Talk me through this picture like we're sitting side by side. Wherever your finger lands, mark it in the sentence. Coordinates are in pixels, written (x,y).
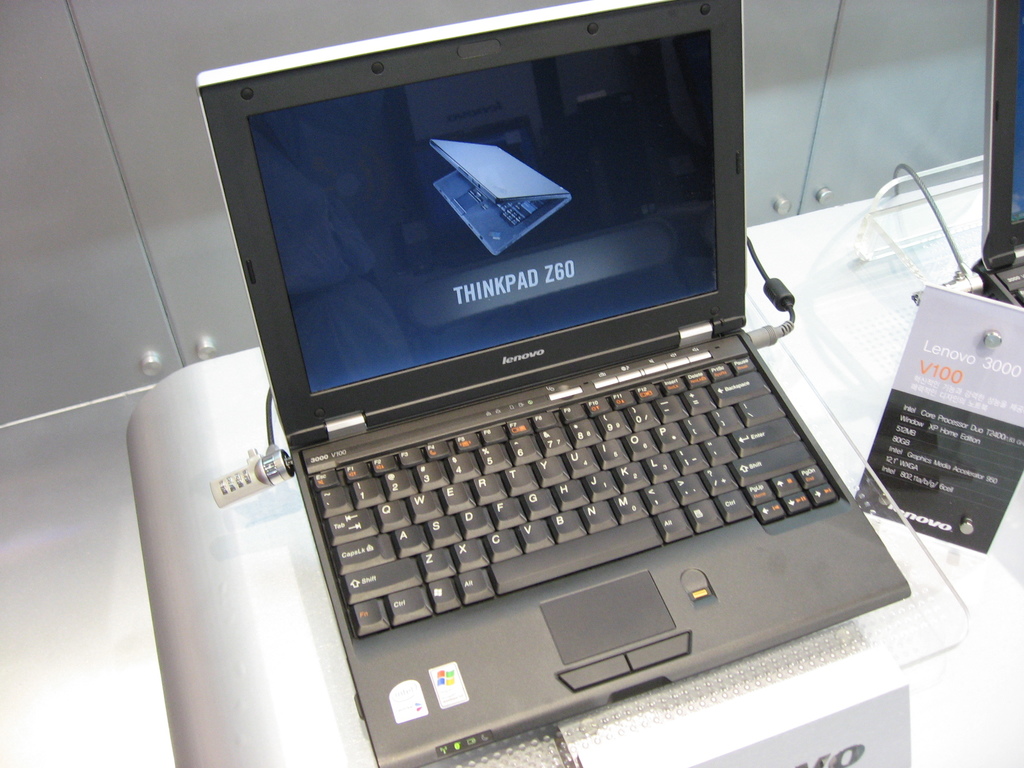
In the center of the image (467,323) there is a laptop (534,523) placed on the table (594,734). In the background (816,68) there is a wall (804,73).
